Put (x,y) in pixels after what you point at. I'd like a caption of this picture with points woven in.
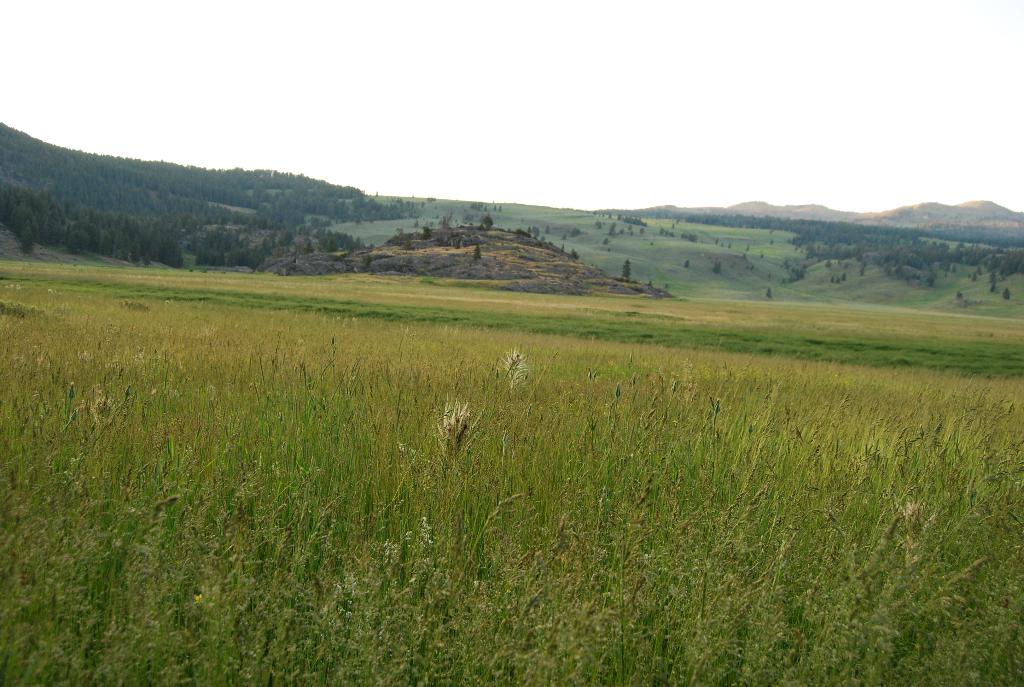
In the image I can see the grass (488,460), trees (220,185) and some other objects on the ground (497,445). In the background (870,190) I can see mountains (859,215) and the sky (451,149).
